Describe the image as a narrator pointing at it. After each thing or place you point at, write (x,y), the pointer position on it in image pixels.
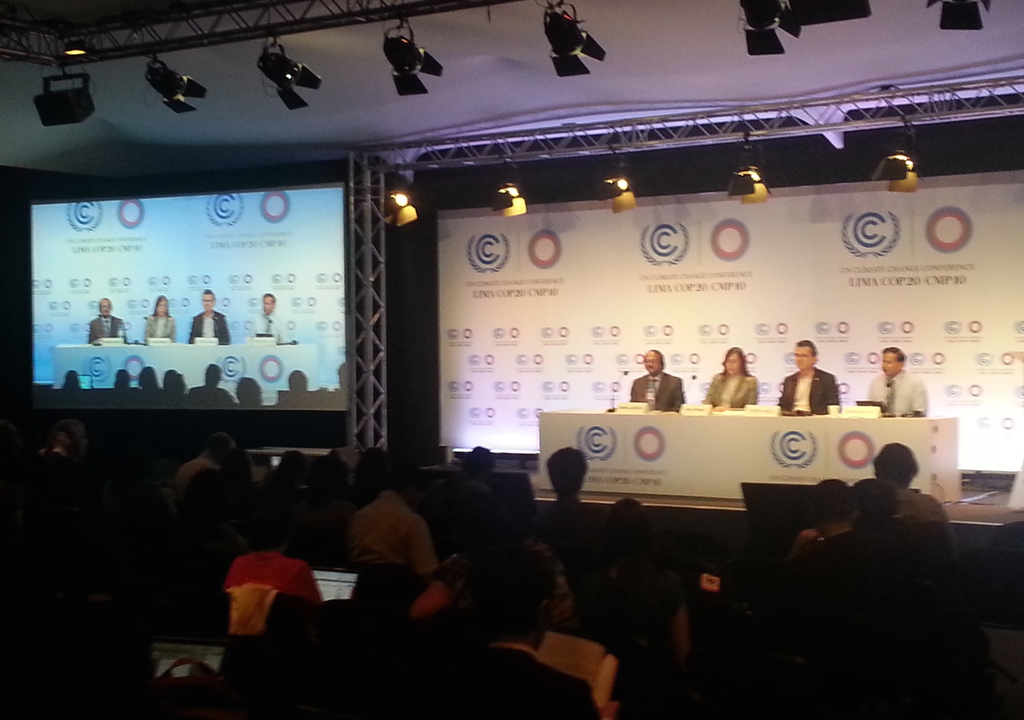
In the image we can see there are people (634,396) sitting on the chair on the stage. There are name plates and mics (607,411) kept on the table (638,438). There are spectators (583,587) sitting on the chairs (377,586) and watching them. Behind there is a projector screen (256,275) and there are lightings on the iron poles (825,101).
